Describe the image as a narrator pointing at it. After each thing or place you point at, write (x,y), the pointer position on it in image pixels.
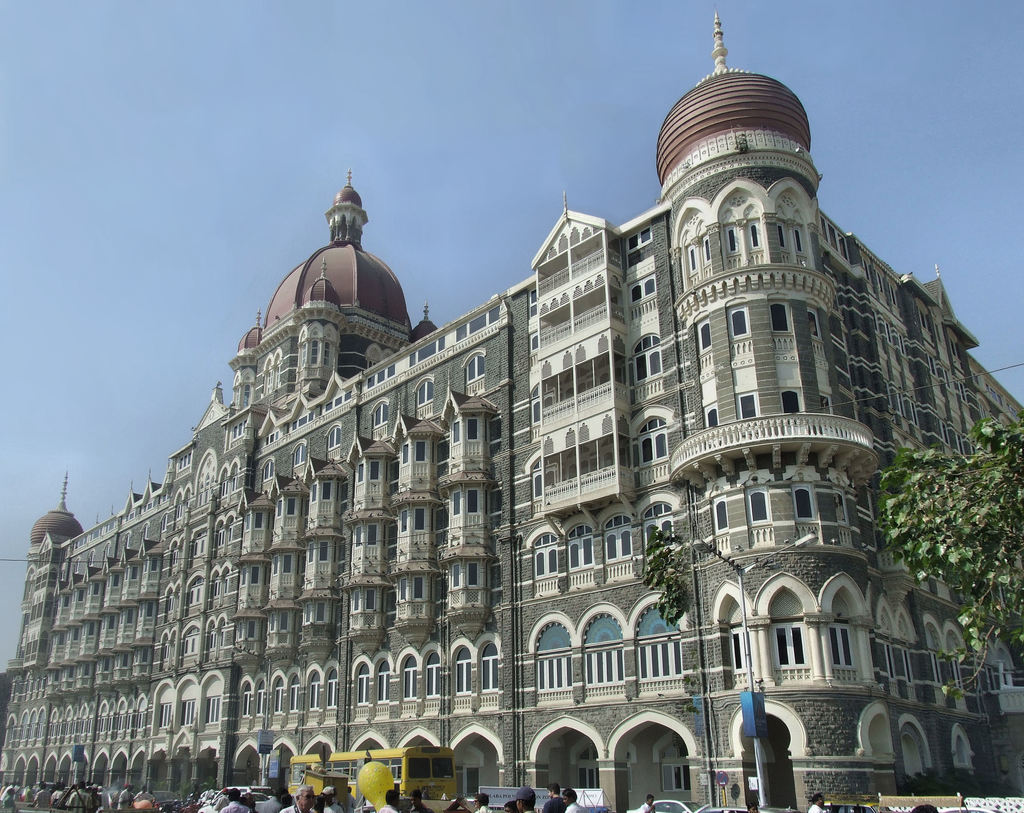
In this picture we can see a building (109,777) and in front of the building (285,766) there are groups of people (339,805) and a vehicle (355,777) and on the right side of the vehicle (343,767) there is a tree (996,429). Behind the building (438,440) there is a sky (496,144).
